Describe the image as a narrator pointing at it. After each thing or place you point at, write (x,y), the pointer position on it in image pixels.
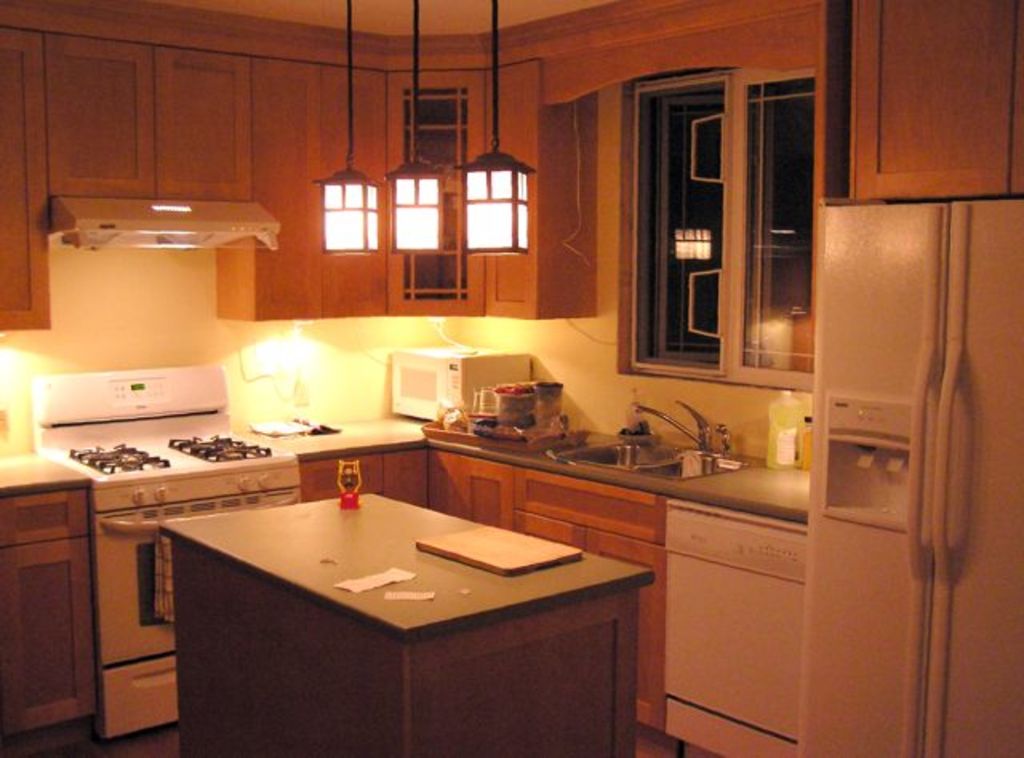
In this image i can see kitchenware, oven (467,362), stove (190,474), chimney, window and a table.
